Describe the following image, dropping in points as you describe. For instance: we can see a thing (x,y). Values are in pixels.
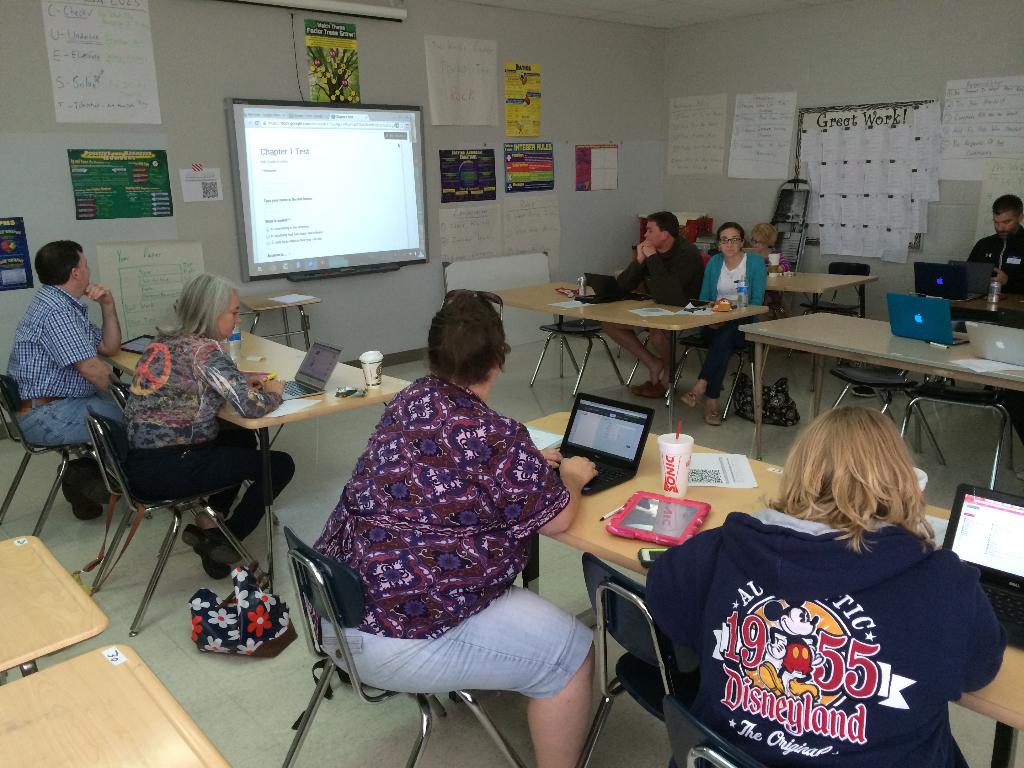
There is a man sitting on a chair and there is a table (589,534) which has a laptop (608,487) on it and paper cup (670,478) and a piece of papers (712,471) and here is the wall (587,112) and here is the projector (354,223) it has a screen (329,184) and here is the poster (112,178) and here is the water bottle (235,350), there is a bag (242,613) on the floor (183,593). A man (26,414) is sitting on the chair (16,405) keeping his hand (108,309) on the table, there is a paper (813,165) sticked to the board (882,257), there is a woman (756,266) sitting looking at the other people (743,271), there is a roof (643,25) in the room (852,326), there is a tablet (656,517) on table (692,497) and it has a pen (609,516) beside it.
